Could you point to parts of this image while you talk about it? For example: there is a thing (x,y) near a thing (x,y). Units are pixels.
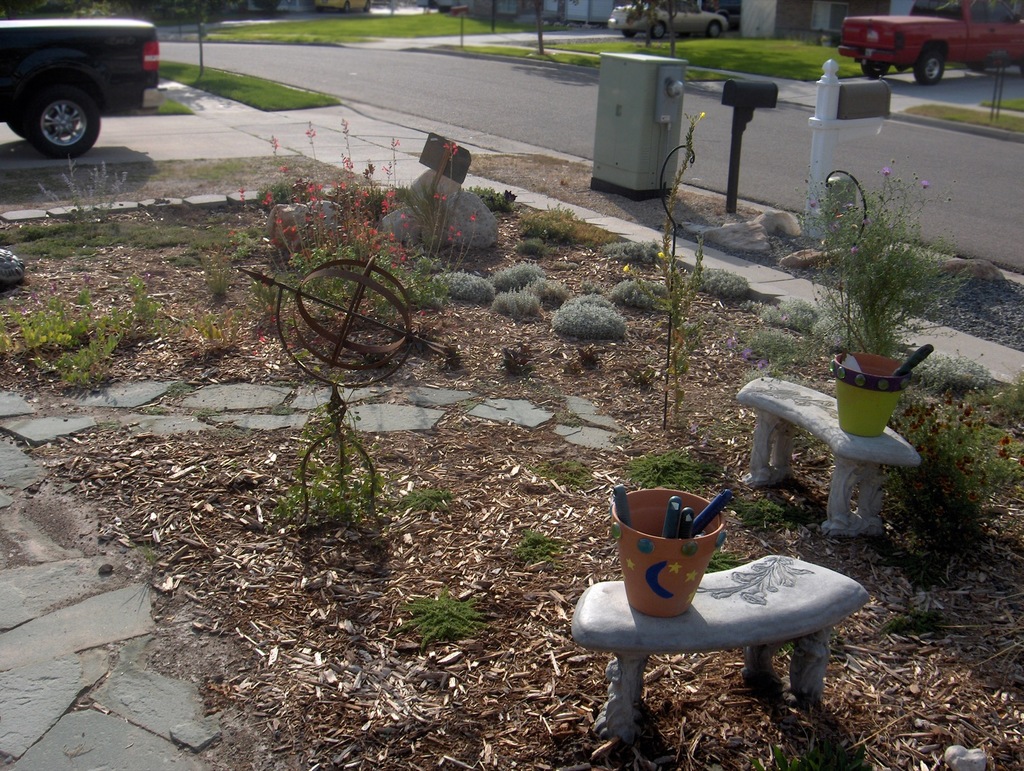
In this picture we can see there are pots (860,400) with some objects (685,532) on the benches (758,450). On the left side of the image (326,379), there are plants (277,299) and an object (357,282). At the top of the image (337,34), there are vehicles (73,81), grass (409,28), road (482,73) and some objects (639,75).
